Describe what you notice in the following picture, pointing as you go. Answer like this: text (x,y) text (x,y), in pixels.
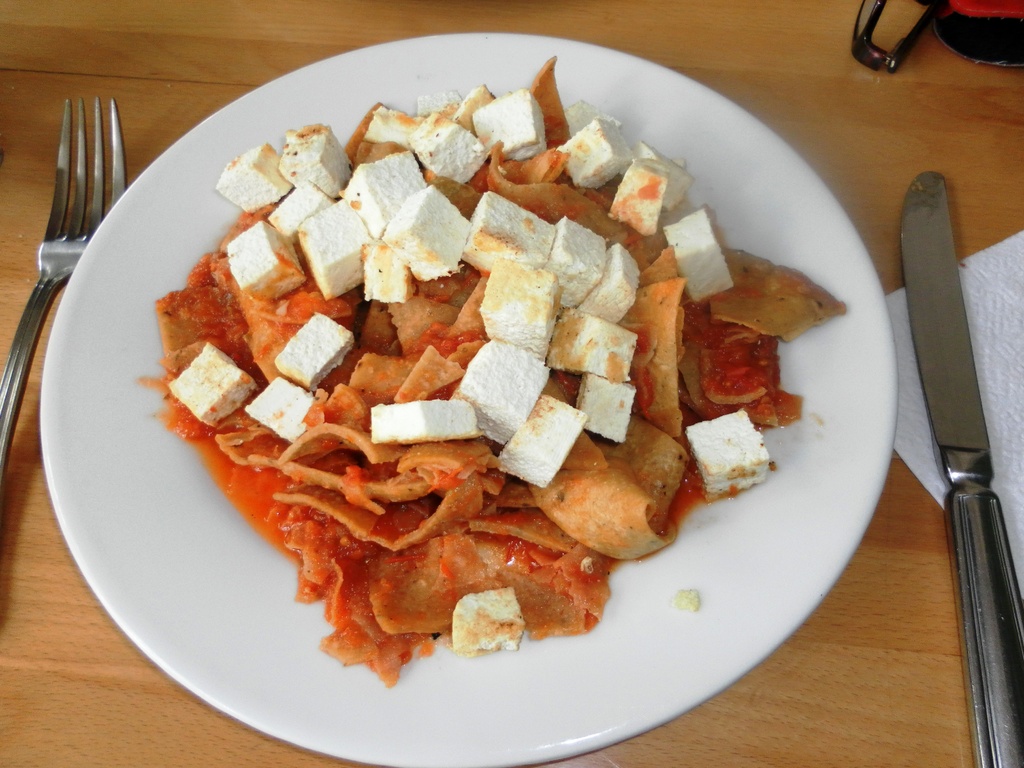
In this image we can see a serving plate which consists of food (711,426) in it, cutlery (116,149), paper napkin (925,426) placed on the table (144,110).
